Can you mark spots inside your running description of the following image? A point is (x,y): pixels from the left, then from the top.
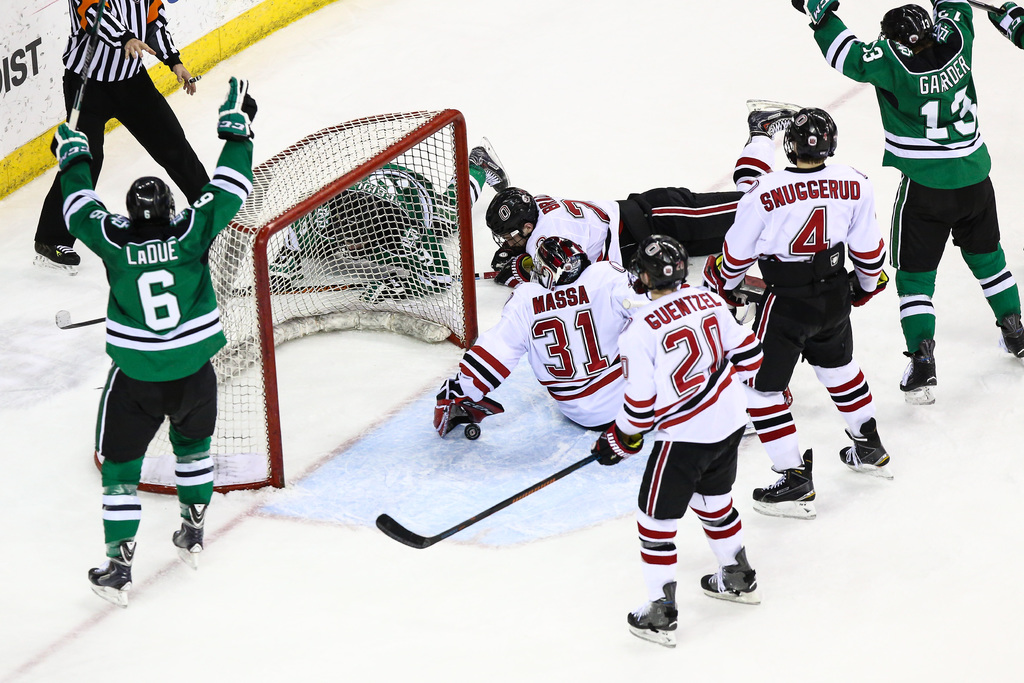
In this picture we can see two people (669,524) holding ice hockey sticks (383,529). We can see a goalpost (412,294), a few people (195,262) wearing ice skates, other objects (620,433) and the text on the wall (165,93).
